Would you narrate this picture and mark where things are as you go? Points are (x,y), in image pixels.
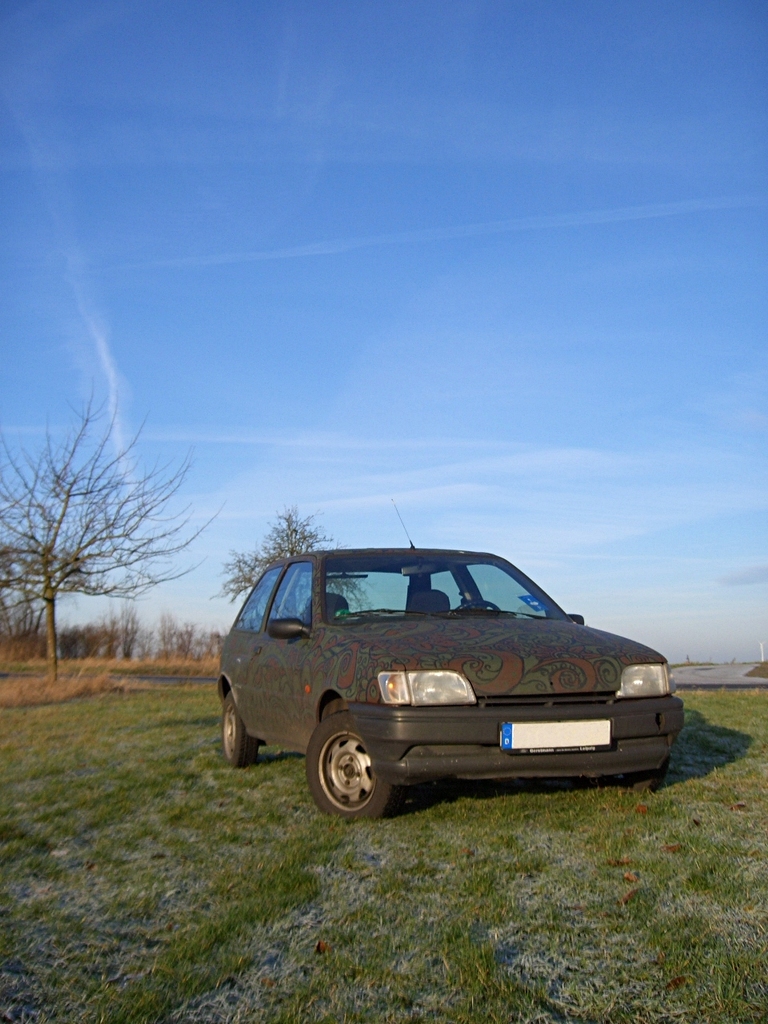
In this image there is a car (273,581) in the foreground (622,778). There is a green grass (30,838) at the bottom (127,809). There are trees (299,543) and dry grass (173,686) in the background (292,554). And there is a sky (148,46) at the top (87,75).
